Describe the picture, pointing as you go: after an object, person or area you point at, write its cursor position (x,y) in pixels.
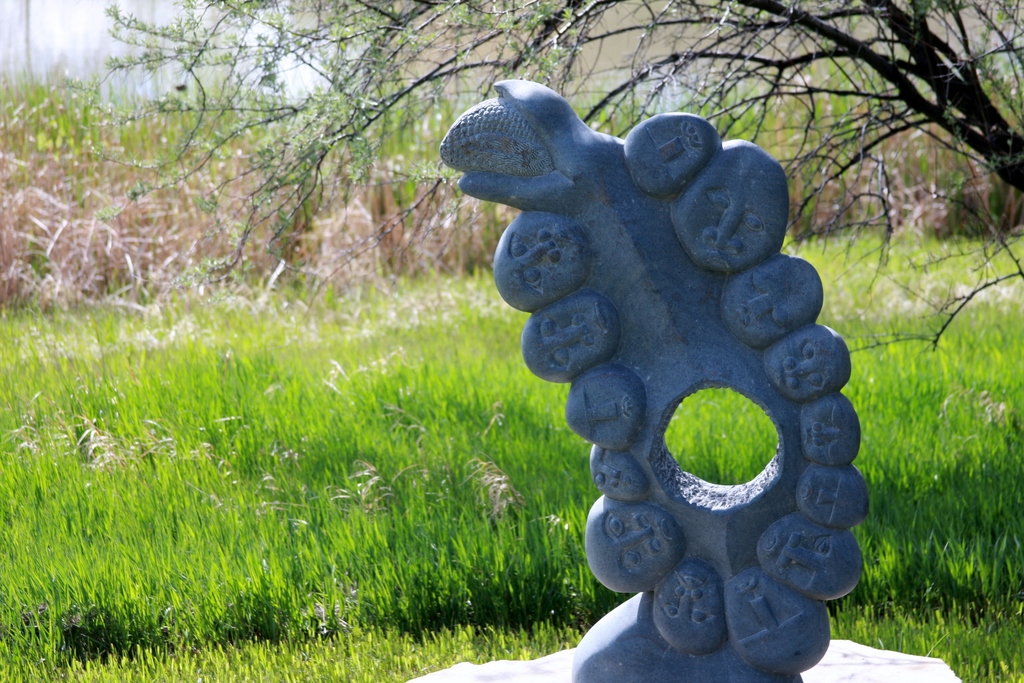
In the picture we can see a sculpture (648,468) on the stone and besides to it, we can see a grass plant (360,473) and behind it we can see some dried plants (347,195) and a tree (961,135).
